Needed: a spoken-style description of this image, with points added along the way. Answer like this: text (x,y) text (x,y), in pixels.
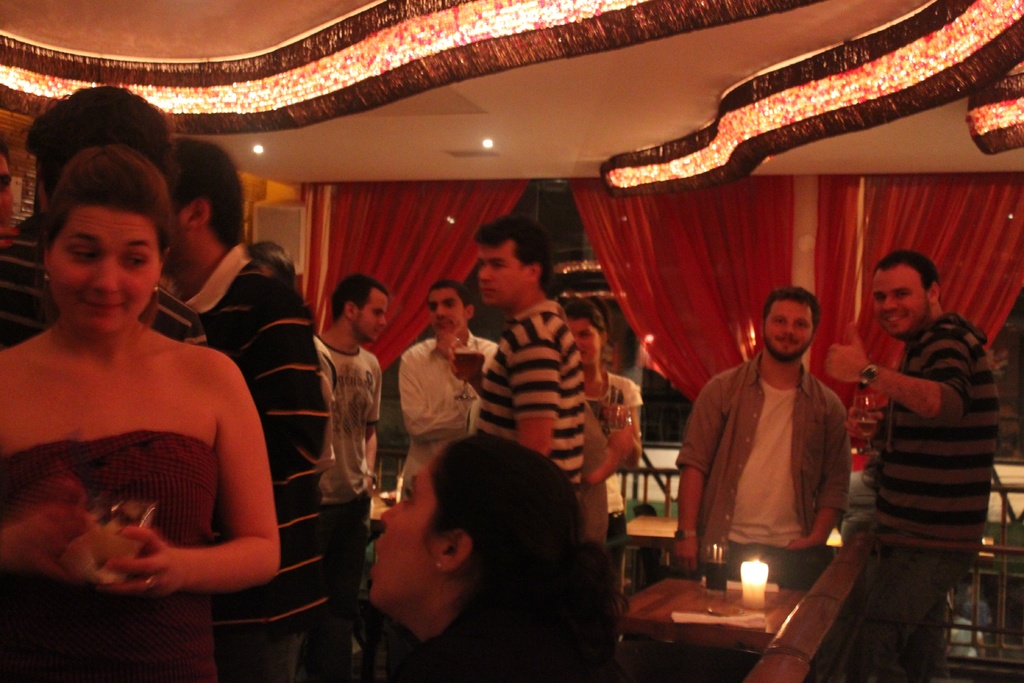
In this image there are some persons (516,471) standing in middle of this image (350,294) as we can see the left side (118,452) women (131,476) standing and holding a glass (113,540) and there are some tables (701,586) at right side of this image (707,604) and there are some curtains (685,212) in the background (778,247).
